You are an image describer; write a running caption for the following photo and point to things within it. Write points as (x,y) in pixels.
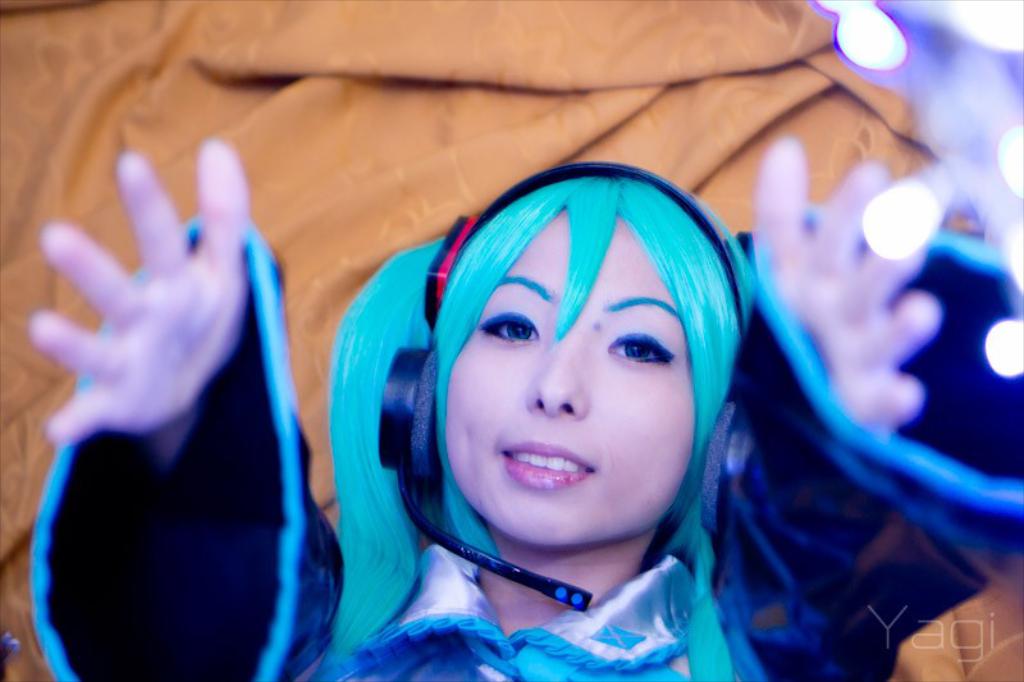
In the image there is a girl (374,370), she is stretching her arms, she is wearing a headset (426,443).
